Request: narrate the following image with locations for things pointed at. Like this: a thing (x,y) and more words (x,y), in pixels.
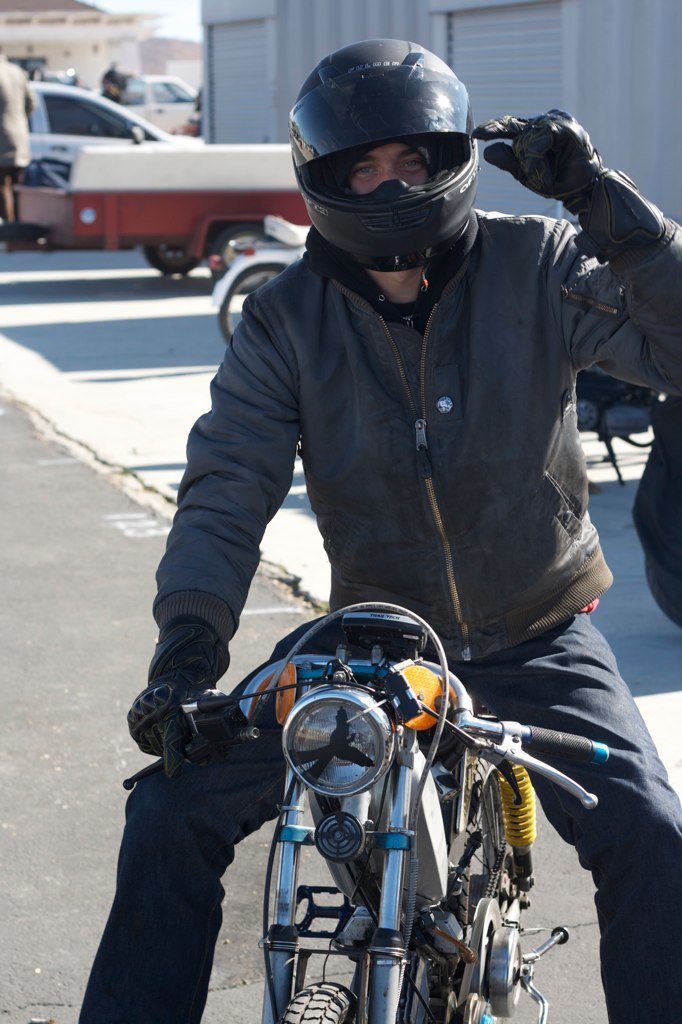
In this image on the right side (463,830) there is one motor bike (348,790) and on that motor bike (326,699) there is one person (148,802) who is sitting and he is wearing helmet (395,195) and gloves (547,159) and on the background (119,200) there are vehicles (99,185).
